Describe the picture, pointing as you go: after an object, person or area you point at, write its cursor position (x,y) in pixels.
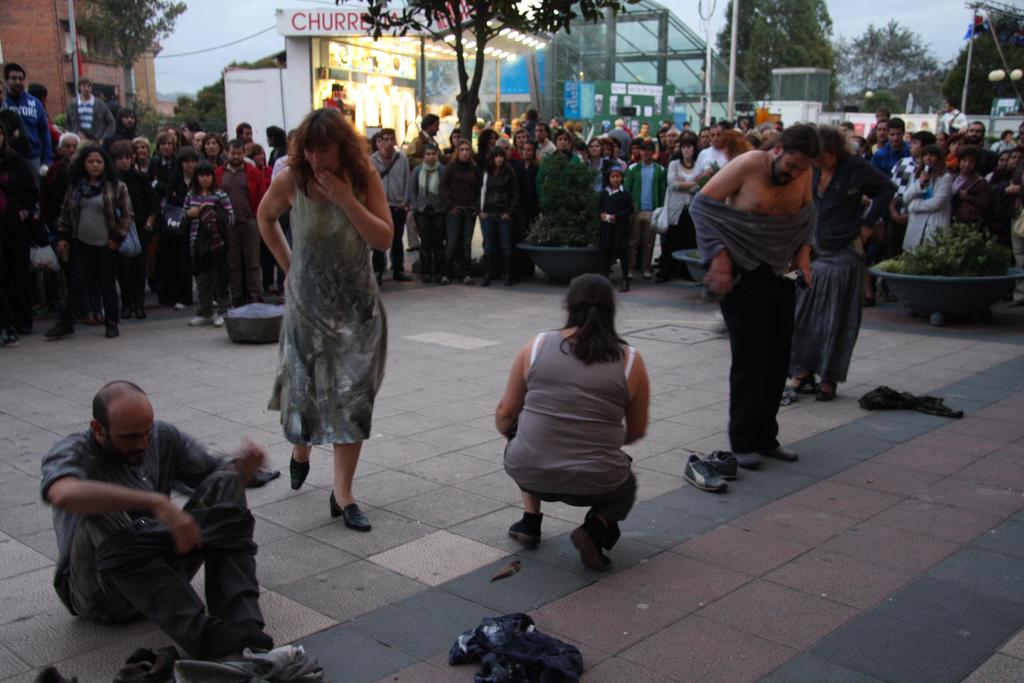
In this image we can see some people (345,334) on the footpath (418,432) removing their dresses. We can also see shoes (712,479), clothes (527,628), lid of a manhole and some plants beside them. On the backside (231,195) we can see a group of people (138,222) standing around them. We can also see a building (137,86), poles (78,75), trees (132,71), a house (311,75) with roof (453,50) and ceiling lights (439,46) and the sky (850,37).
